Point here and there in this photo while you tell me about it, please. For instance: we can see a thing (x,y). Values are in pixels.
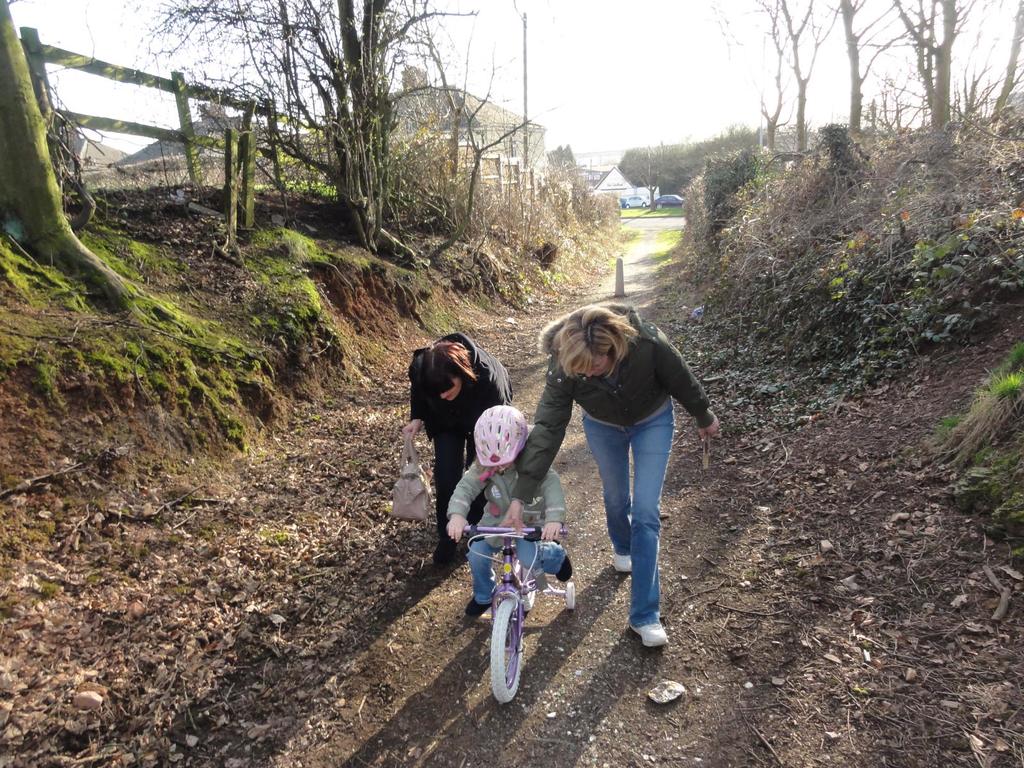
In this image i can see 2 persons (591,401) holding a child (545,559) who is in the bicycle (511,576), and in the background (600,208) i can see buildings (522,164), trees (477,174), sky (716,128) and few vehicles (666,195).
